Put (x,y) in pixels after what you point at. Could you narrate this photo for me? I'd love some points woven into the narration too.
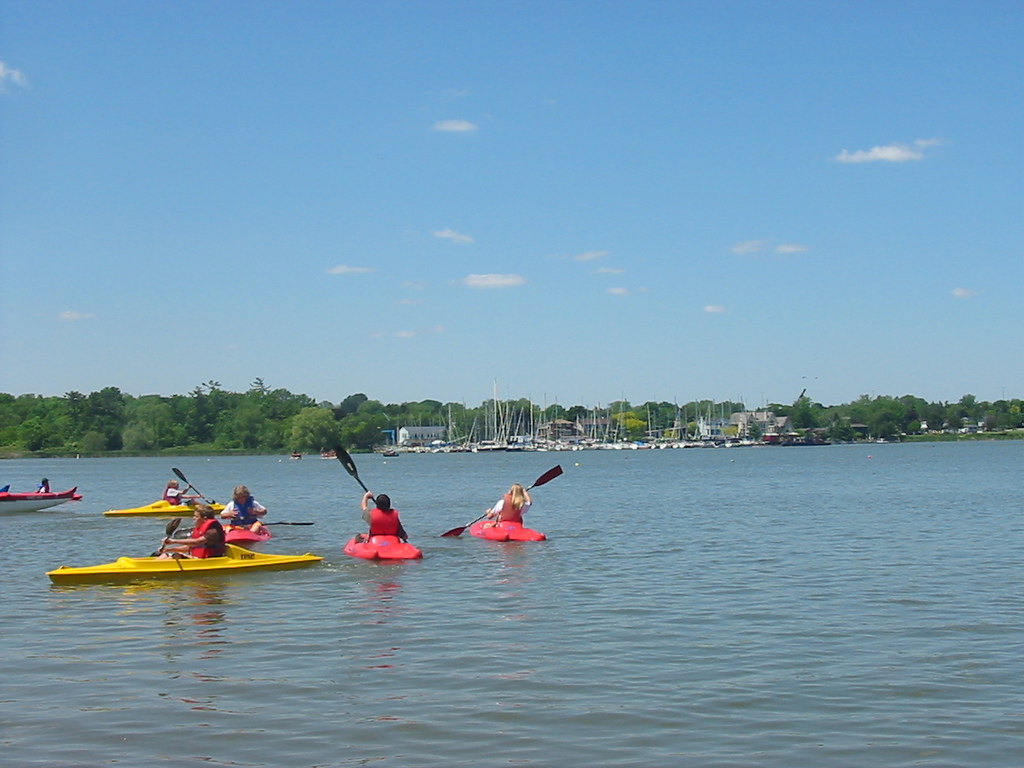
In the image there are few boats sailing on the water surface (566,513) and in the background (113,387) there are many trees (797,427) and boats (500,433).
